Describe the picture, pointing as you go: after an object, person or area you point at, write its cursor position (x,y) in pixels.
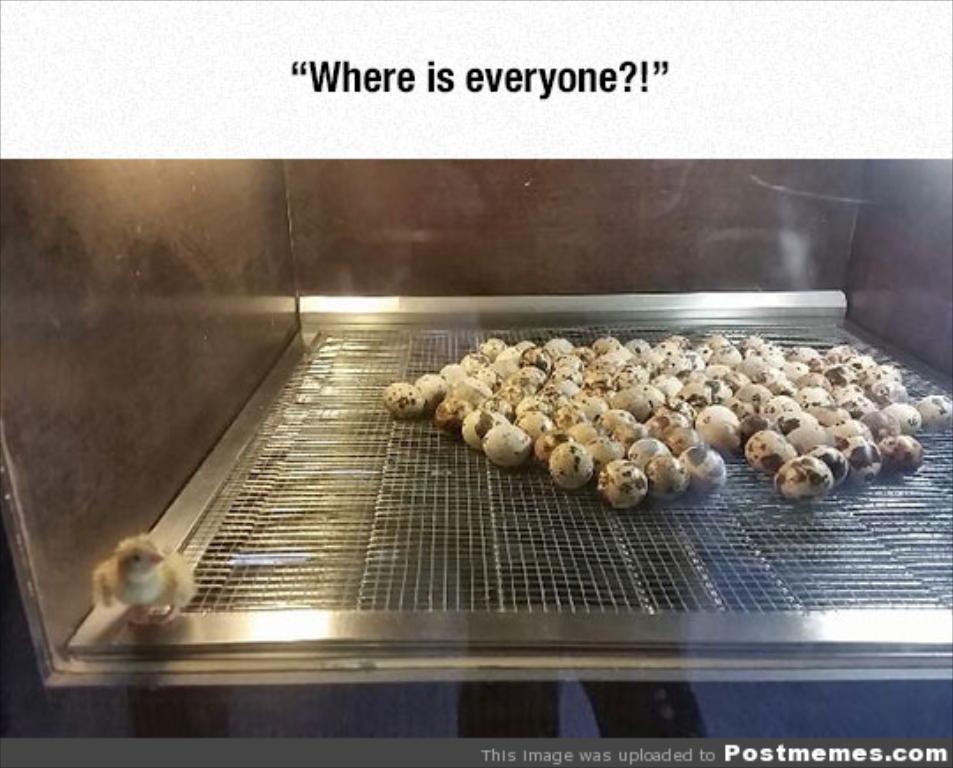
In this picture, we can see a poster (428,757) of a few eggs (943,406), chick (109,581) on the metallic surface (401,469), and we can see three metallic walls (551,233), and we can see some text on bottom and top side of the picture (484,73).
